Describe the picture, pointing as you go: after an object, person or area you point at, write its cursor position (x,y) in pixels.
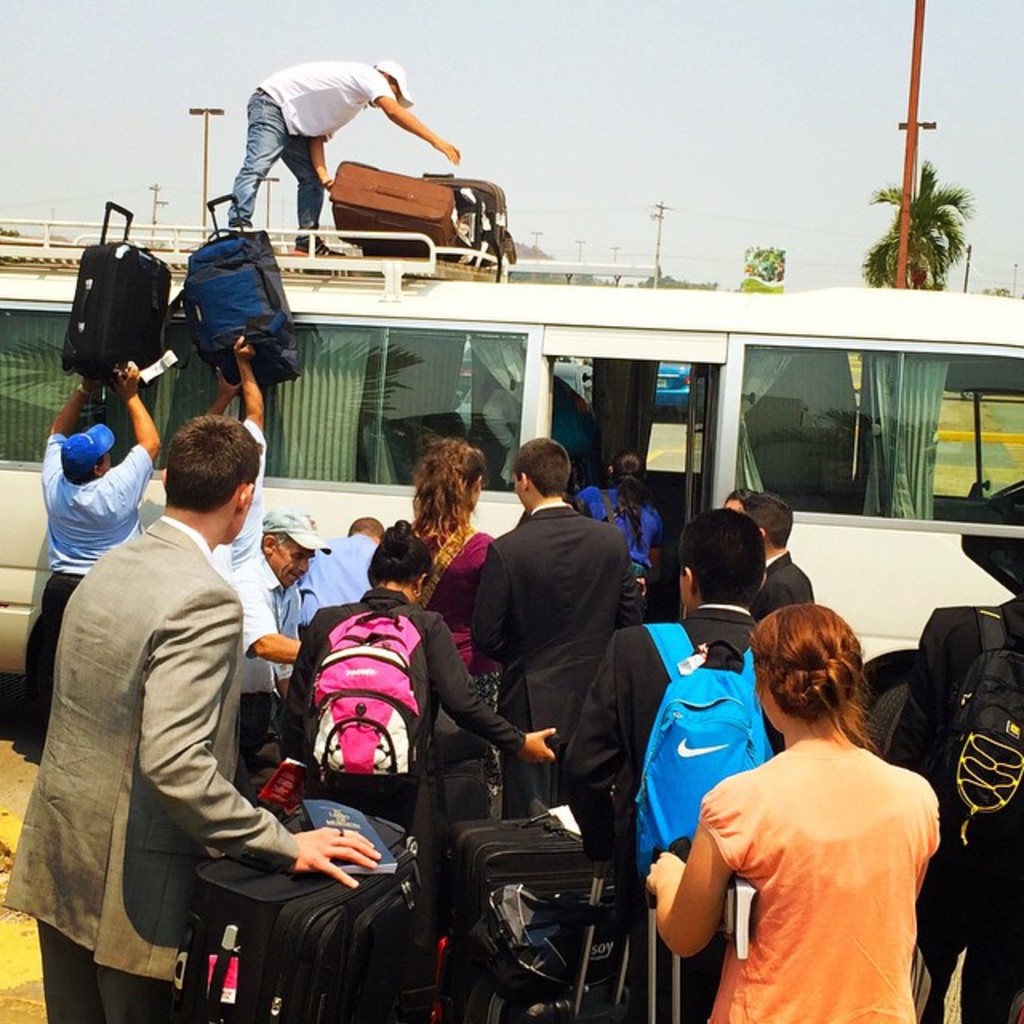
In this image, we can see people (588,580) and some are wearing bags (671,759) and caps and we can see luggage bags (484,914) and in the background (797,551), there is a bus (438,414) and we can see some people (138,376) holding luggage bags (199,303) and we can see window (457,383) and through the glass (454,400) we can see curtains (445,362) and there are trees (946,215), poles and boards (775,257). At the top (699,52), there is sky (692,56).
